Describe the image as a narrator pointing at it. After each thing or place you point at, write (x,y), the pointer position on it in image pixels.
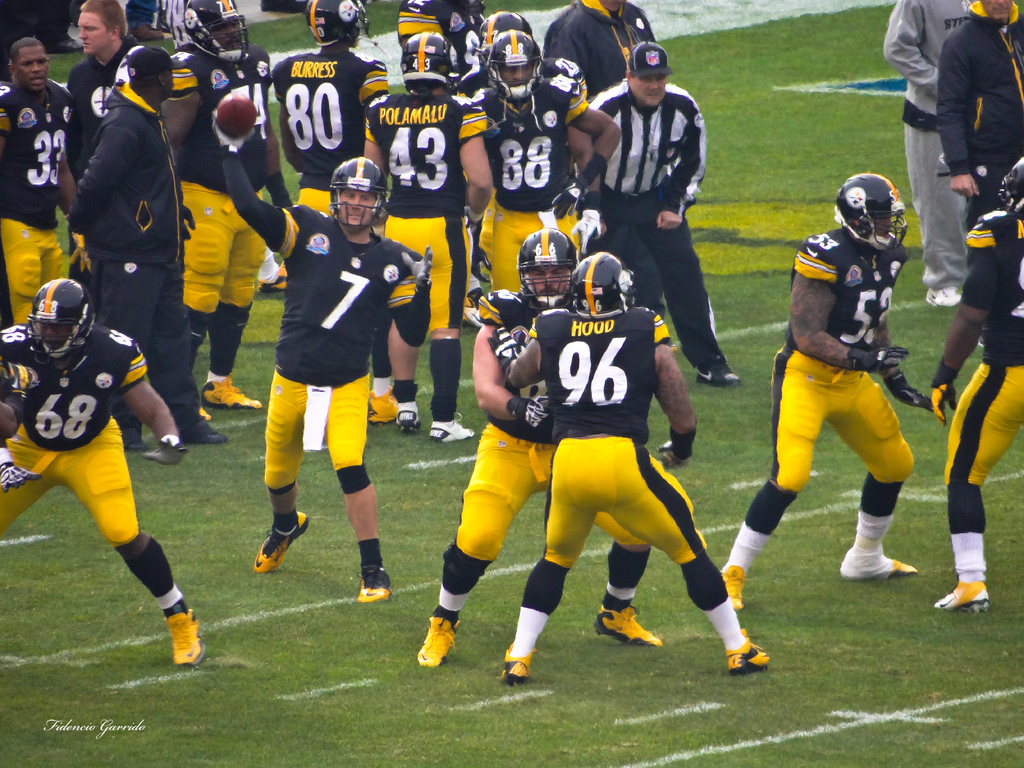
In this image I can see a group of football players (573,374), they wore black color t-shirts (503,298), yellow color trousers (578,484) and black color helmets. In the middle (412,311) a man (401,295) is holding the football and here a man (653,178) is standing, he wore a black color trouser (693,271), black and white shirt (666,141).
